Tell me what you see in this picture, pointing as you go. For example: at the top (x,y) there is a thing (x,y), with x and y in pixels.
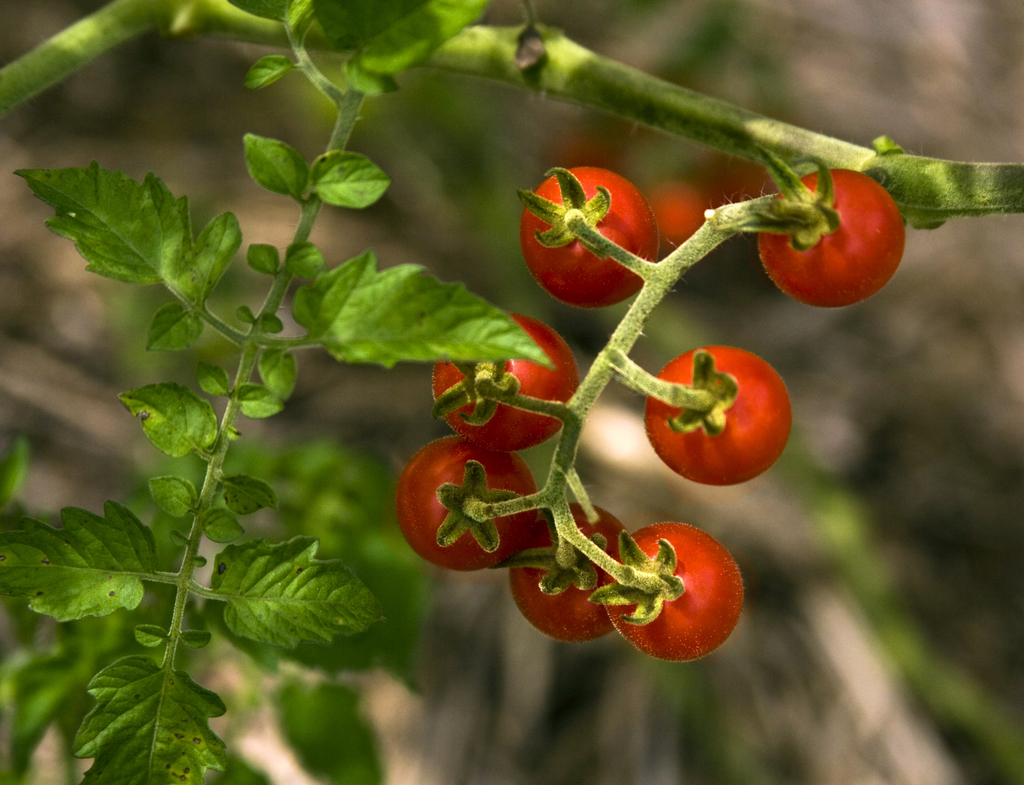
In this picture we can see tomatoes (778,248), leaves (179,486) and blurry background (489,226).
